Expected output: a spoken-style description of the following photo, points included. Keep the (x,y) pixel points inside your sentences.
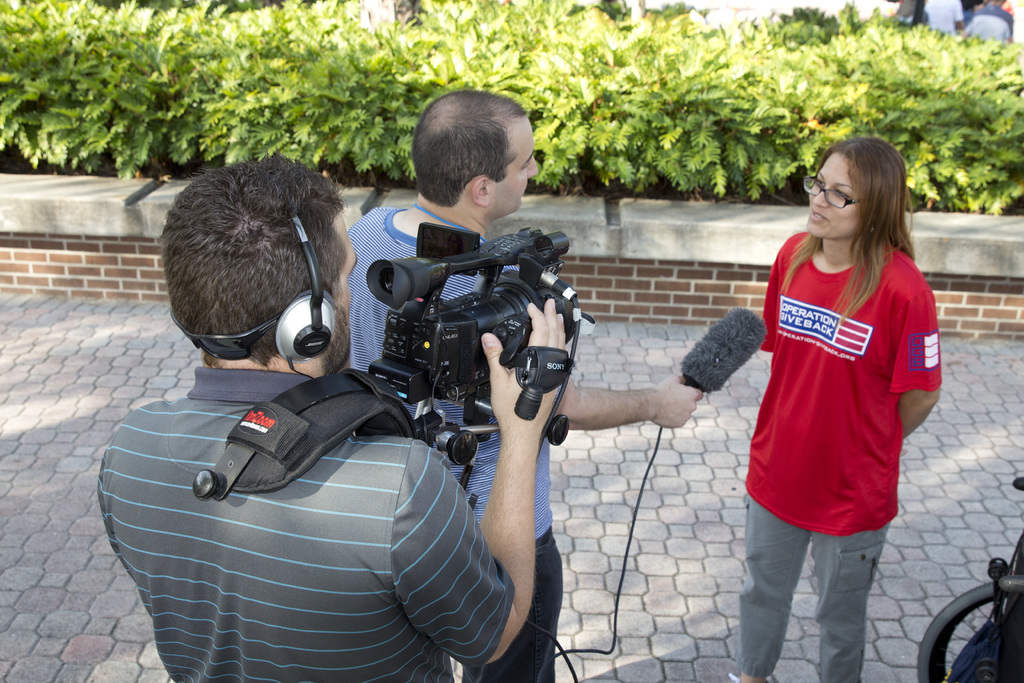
In this image in the front (479,188) there are group of persons (495,185). In the background (434,48) there are plants (541,83) and there is a wall (544,224). In the front (300,430) there is a man (324,509) standing and holding a camera (425,322). In the center (671,419) there is a person (463,217) holding a mic (712,380) and on the right side (843,357) there is a woman (839,394) speaking in front of the mic (752,330) and looking serious. On the right side (1001,627) there is an object (999,613) which is black in colour. In the background (971,10) there are persons (961,8) visible.
